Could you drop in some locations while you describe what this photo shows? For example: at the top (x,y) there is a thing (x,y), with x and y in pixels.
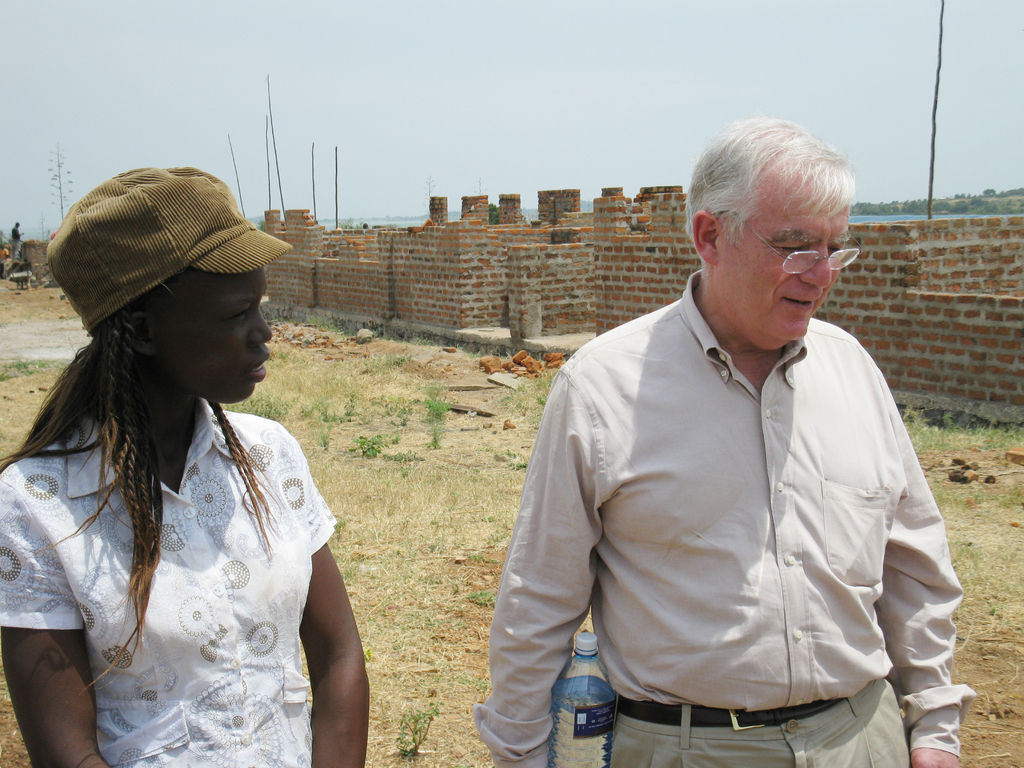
In this image I can see two people (611,387) standing on the ground (491,491). These people (239,505) are wearing the different color dresses (200,649). I can see one person (7,473) with the cap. In the back (414,249) I can see the brick wall (401,251) and the person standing in-front of it. In the background (495,206) there are many trees (869,207), poles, water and the sky (359,115).
